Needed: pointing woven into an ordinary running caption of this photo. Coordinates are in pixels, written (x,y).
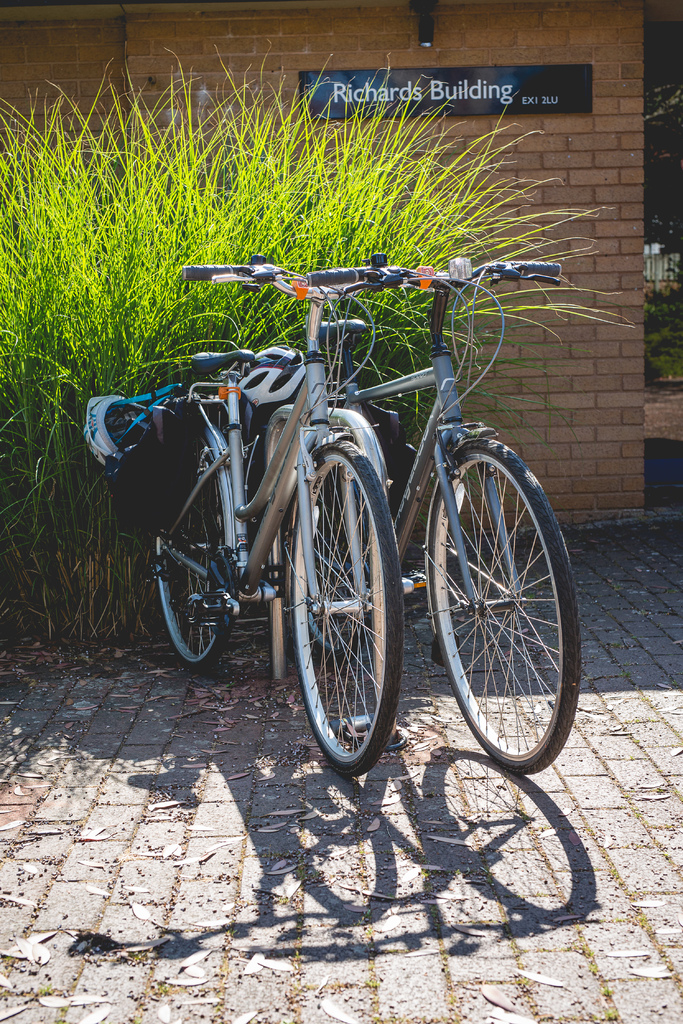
In this image in front (540,533) there are two cycles (314,476) and behind the cycle (324,273) there are plants (270,193). On the backside (493,19) there is a wall (530,151) with the name board (521,69) on it.
